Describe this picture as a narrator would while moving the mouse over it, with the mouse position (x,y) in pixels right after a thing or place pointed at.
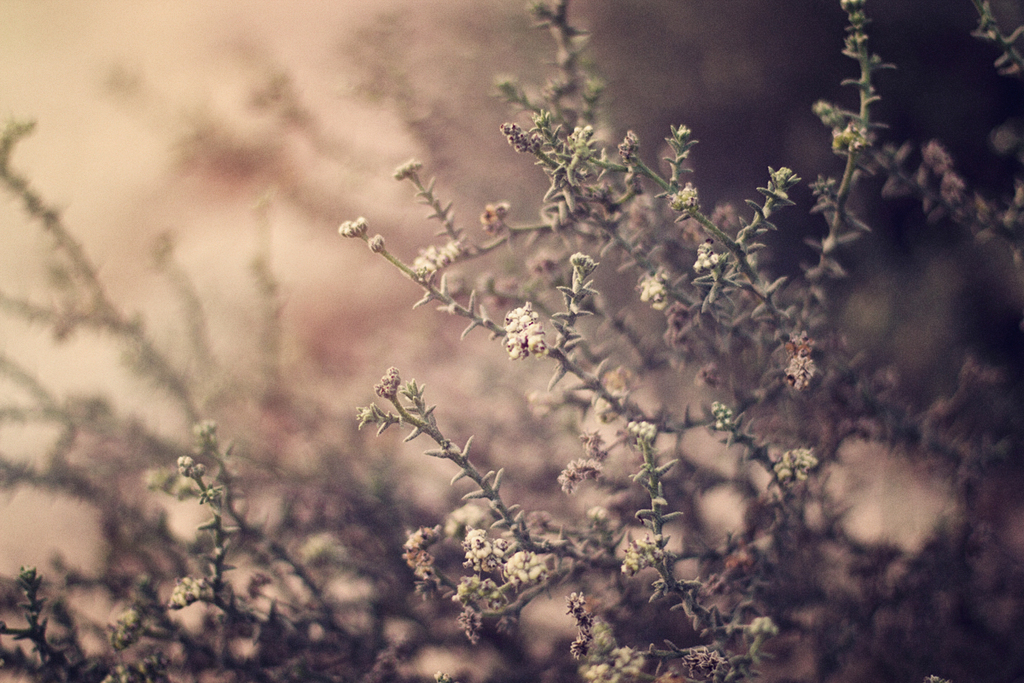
In this image I can see the flowers (519,333). In the background (653,349), I can see the plants (585,545).
